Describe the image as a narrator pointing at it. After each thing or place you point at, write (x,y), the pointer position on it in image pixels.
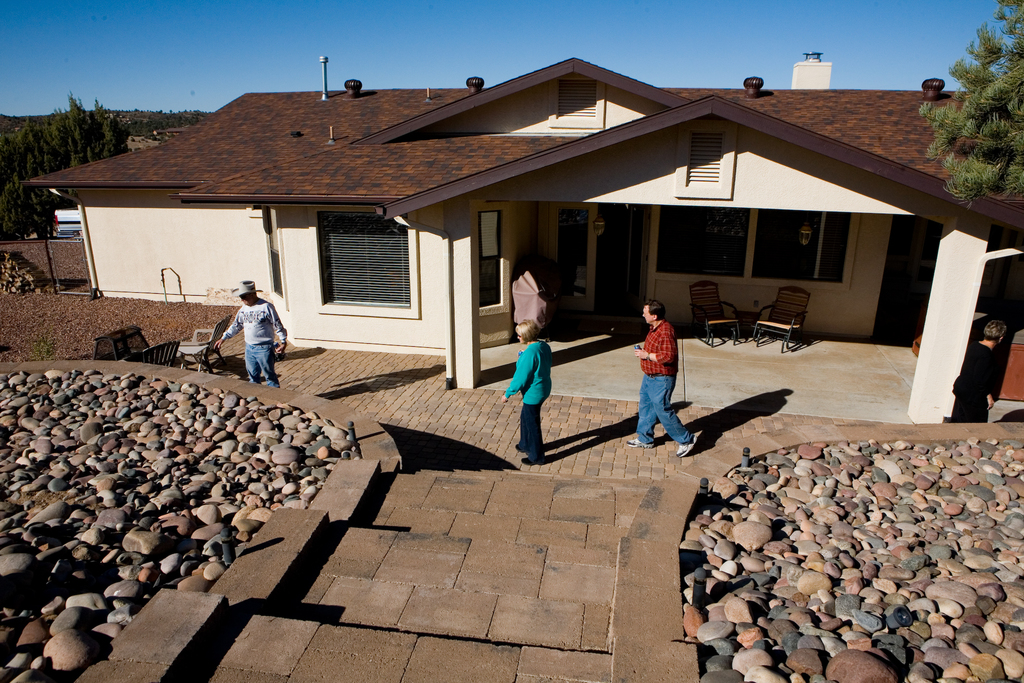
In this image we can see a few people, there are chairs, there is a house (694,246), windows (687,268), there are rocks (24,448), trees (73,124), also we can see the sky (391,35).
